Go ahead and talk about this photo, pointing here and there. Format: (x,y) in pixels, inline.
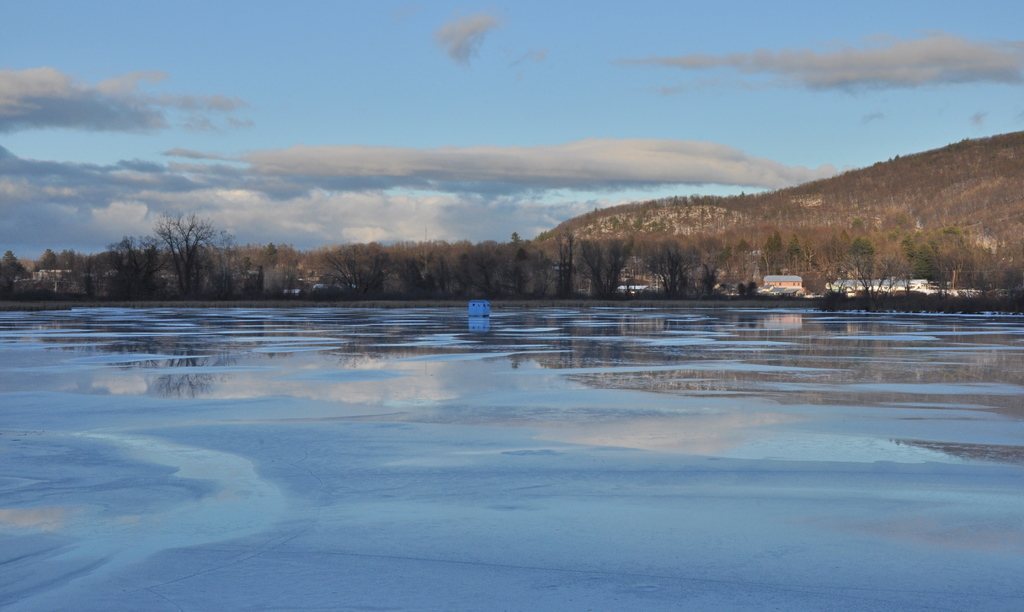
In this picture I can see ice (575,381) formed on the river (707,382), there are buildings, trees (878,192), there is a hill (907,184), and in the background (614,121) there is the sky (678,122).
